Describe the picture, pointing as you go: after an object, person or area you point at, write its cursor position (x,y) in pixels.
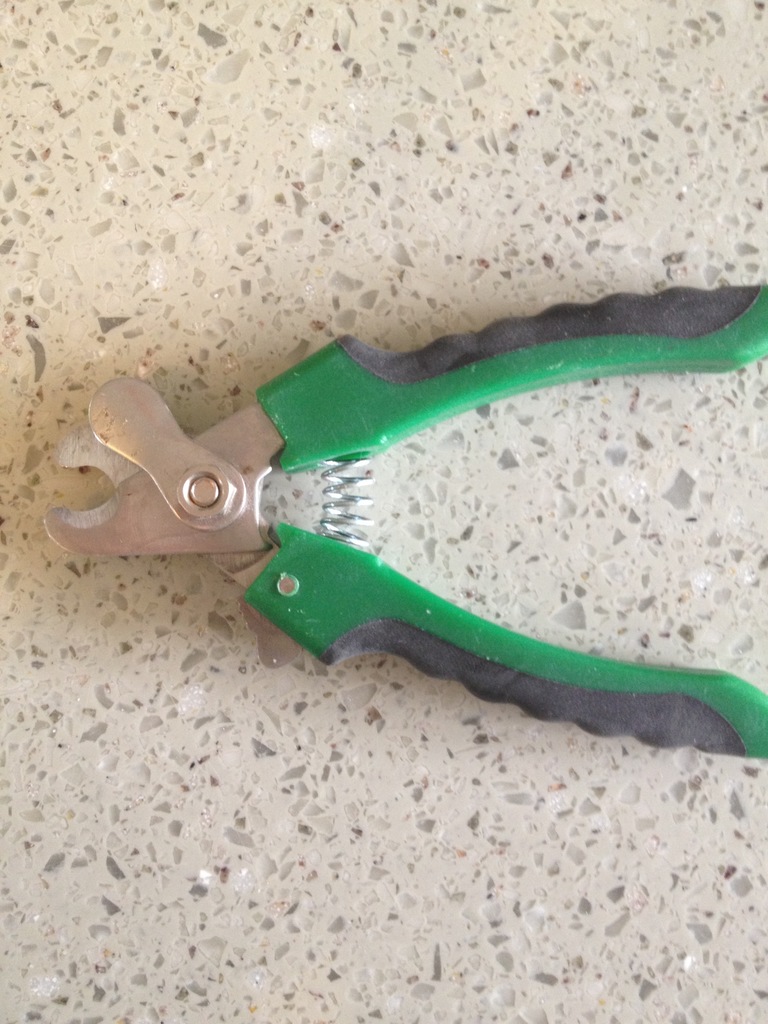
In this image there is a nail clipper (356,414) on a surface (371,494).
